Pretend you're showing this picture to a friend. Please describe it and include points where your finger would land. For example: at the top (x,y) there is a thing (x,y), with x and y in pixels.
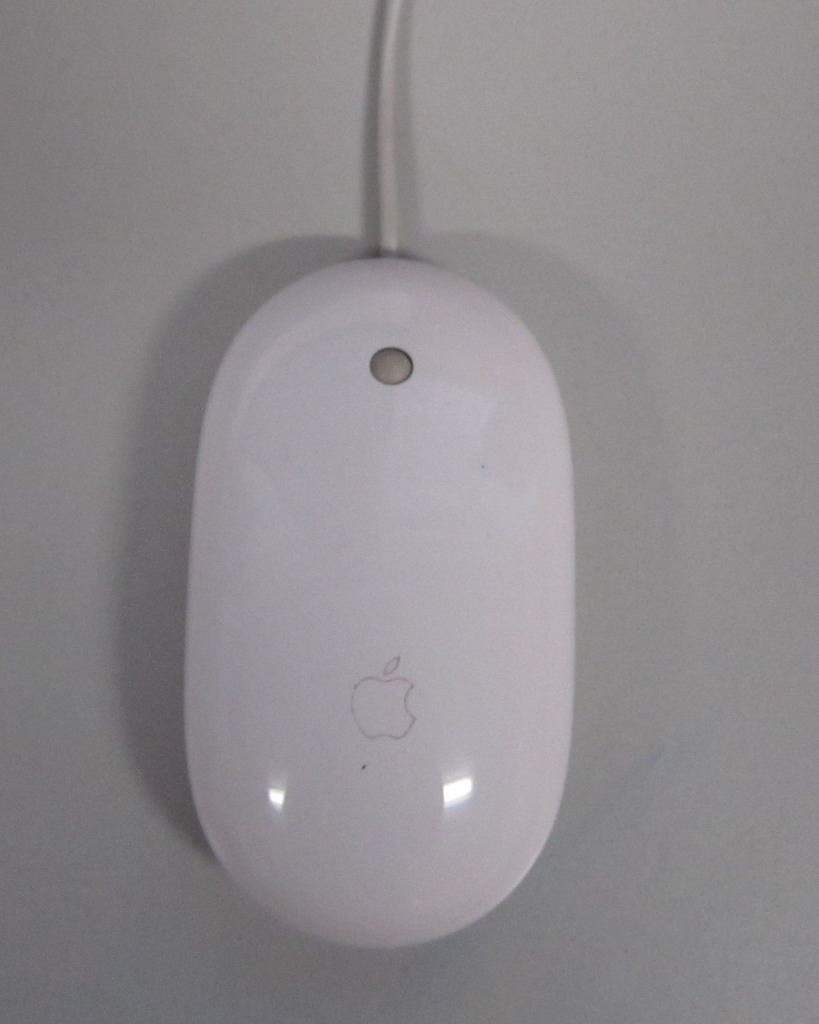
In this image there is a mouse (352,404) on a table (577,570).
